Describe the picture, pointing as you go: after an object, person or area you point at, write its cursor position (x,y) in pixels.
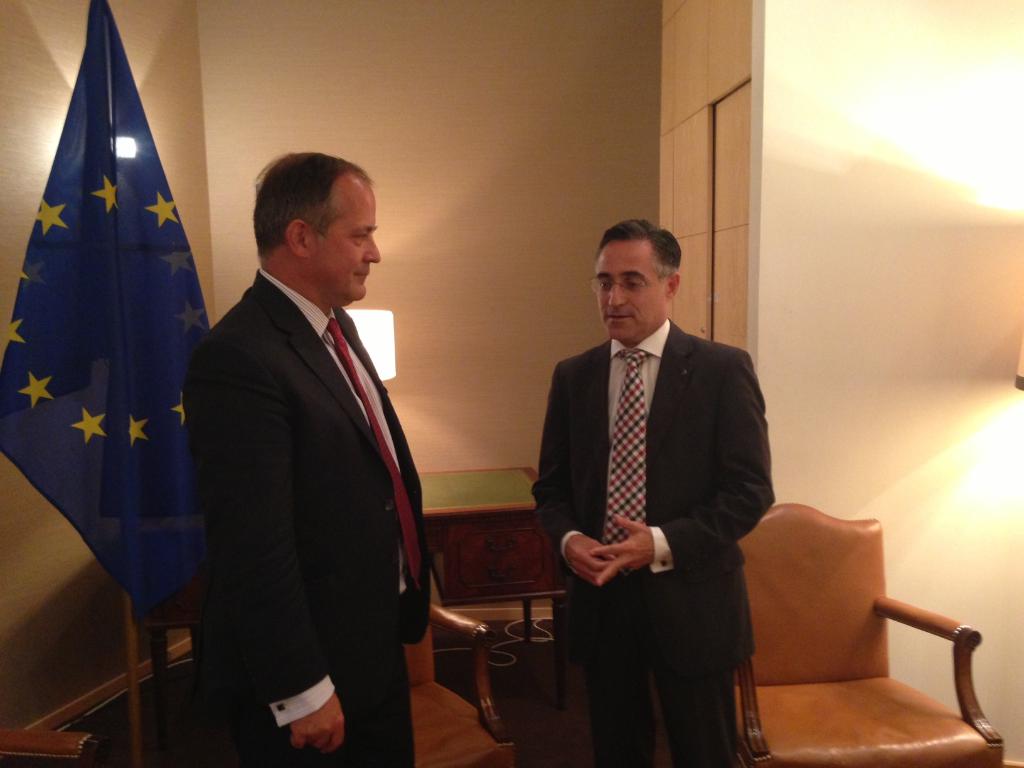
The two persons (396,433) are standing on a floor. We can see in the background (165,252) there is a wall (856,200), chair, flag (178,355).
